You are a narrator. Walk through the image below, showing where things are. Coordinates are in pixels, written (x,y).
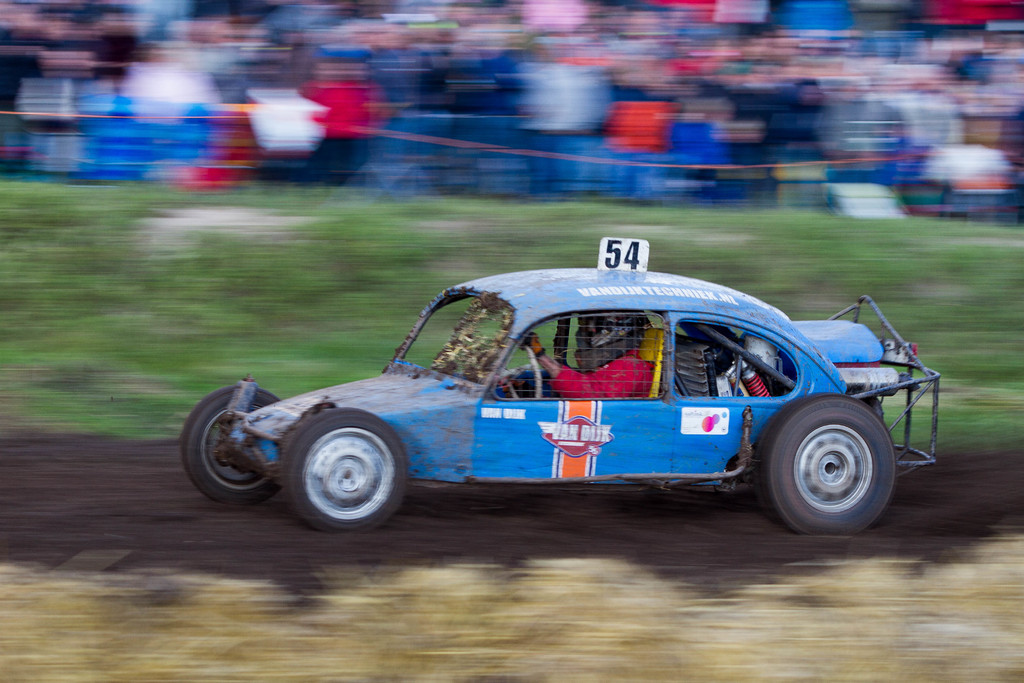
Here in this picture we can see a blue colored racing car (695,438) present on the ground (127,510) over there and we can see a person (612,388) riding the car (591,403) and we can see grass (258,310) on the ground (512,253) here and there and we can see people (394,148) standing and watching him.
